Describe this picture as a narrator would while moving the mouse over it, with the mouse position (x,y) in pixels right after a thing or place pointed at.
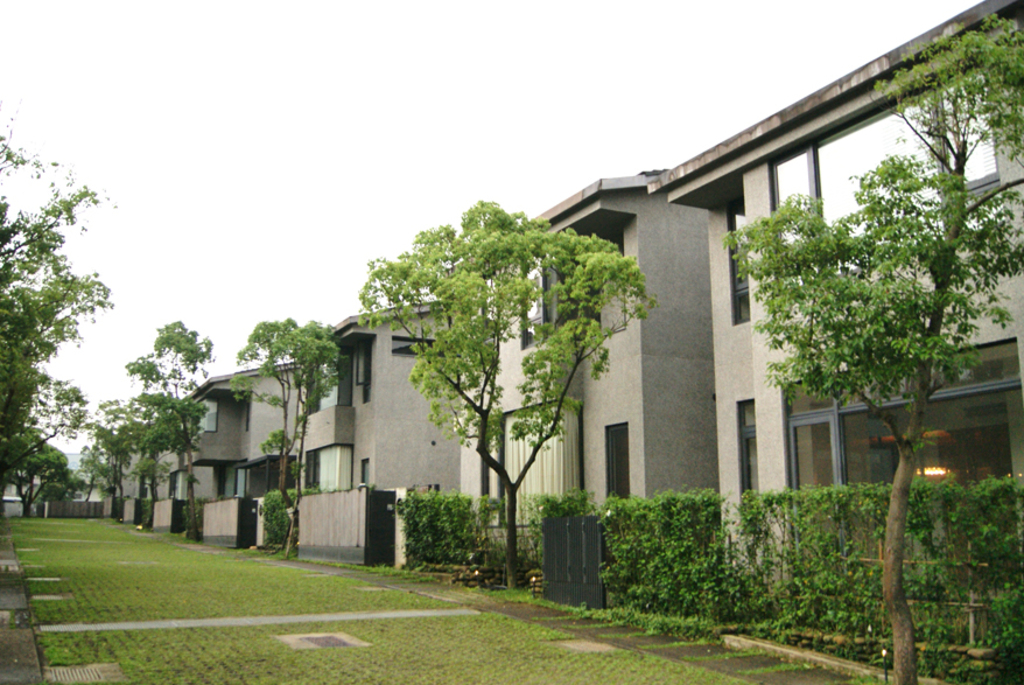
In this image we can see number of buildings (608,463) and trees (1014,61). We can also see a path (62,606) with green grass (40,528).
